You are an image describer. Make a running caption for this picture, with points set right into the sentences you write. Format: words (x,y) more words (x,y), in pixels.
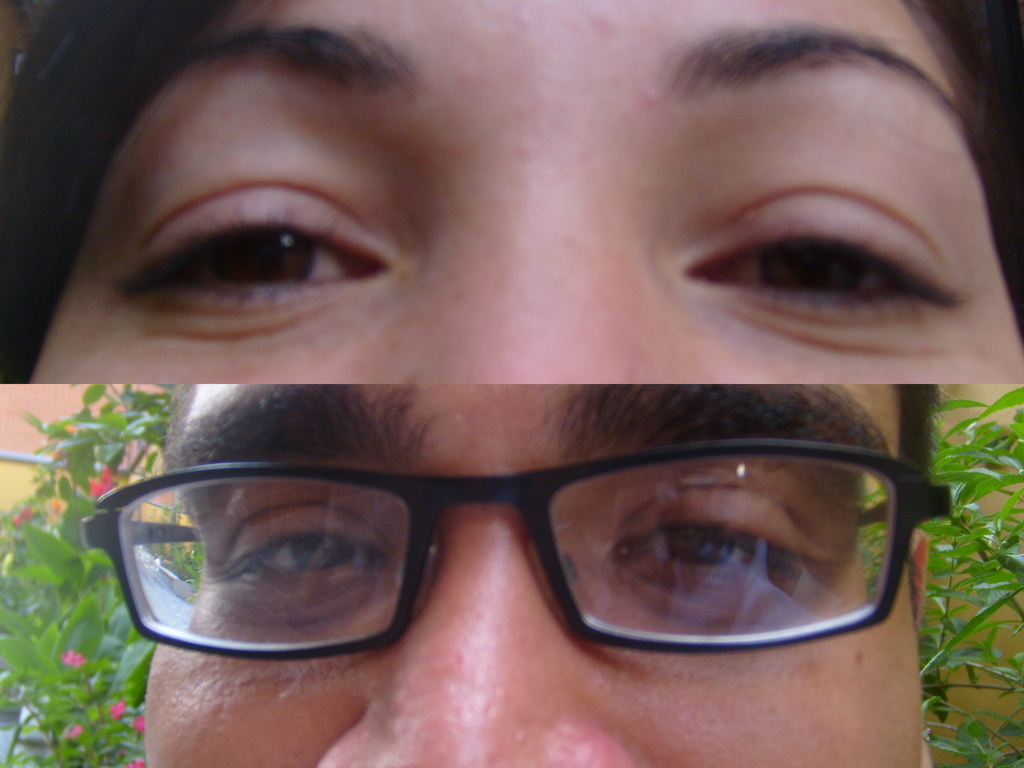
The picture is a collage of two images. At the top (231,225) there is a face (338,152) of a person (346,262). At the bottom (647,761) there is a person (607,545) with spectacles (655,614), behind him there are flowers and trees (52,542).
